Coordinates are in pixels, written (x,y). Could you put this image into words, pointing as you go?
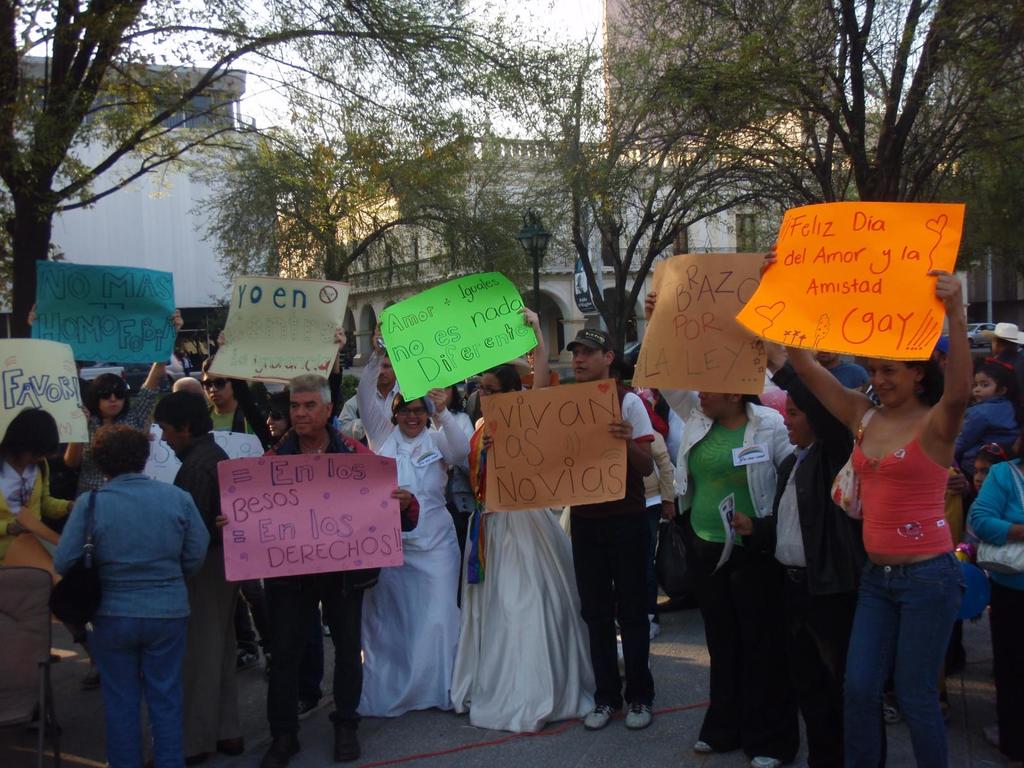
In the center of the image (553,435) we can see people (835,423) standing and holding boards (561,392) in their hands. In the background (122,228) there are trees (413,205), buildings (518,191) and sky (588,23).
